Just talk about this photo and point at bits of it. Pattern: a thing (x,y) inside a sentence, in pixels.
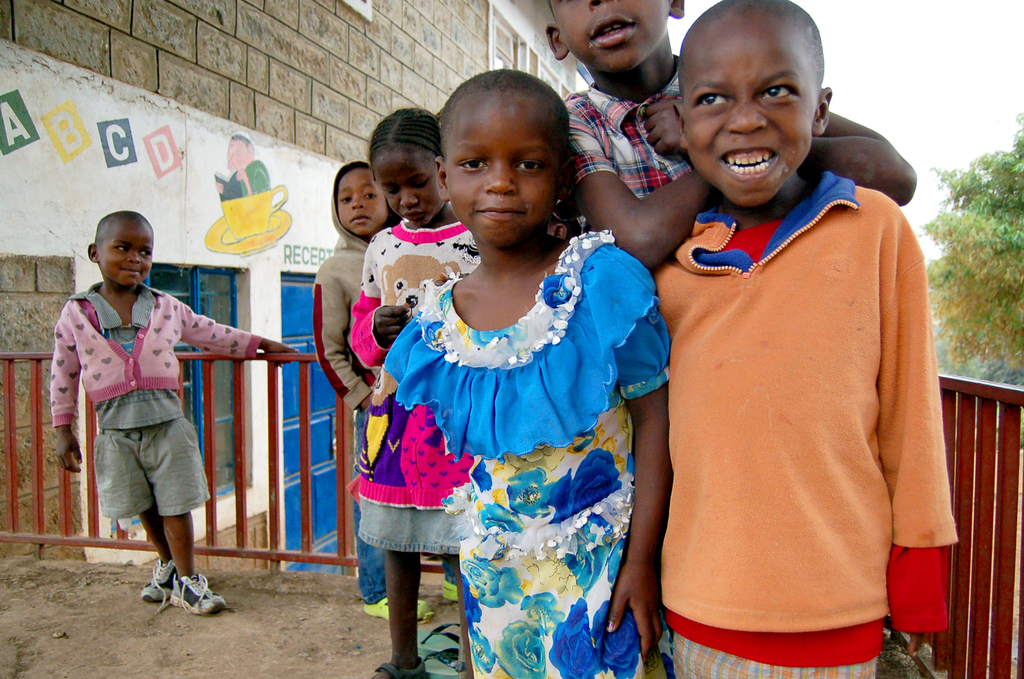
There are few kids (520,347) standing and there is a fence (967,438) beside them and there is a building (231,73) in the left corner (189,74) and there is a tree (982,255) in the right corner (991,263).
